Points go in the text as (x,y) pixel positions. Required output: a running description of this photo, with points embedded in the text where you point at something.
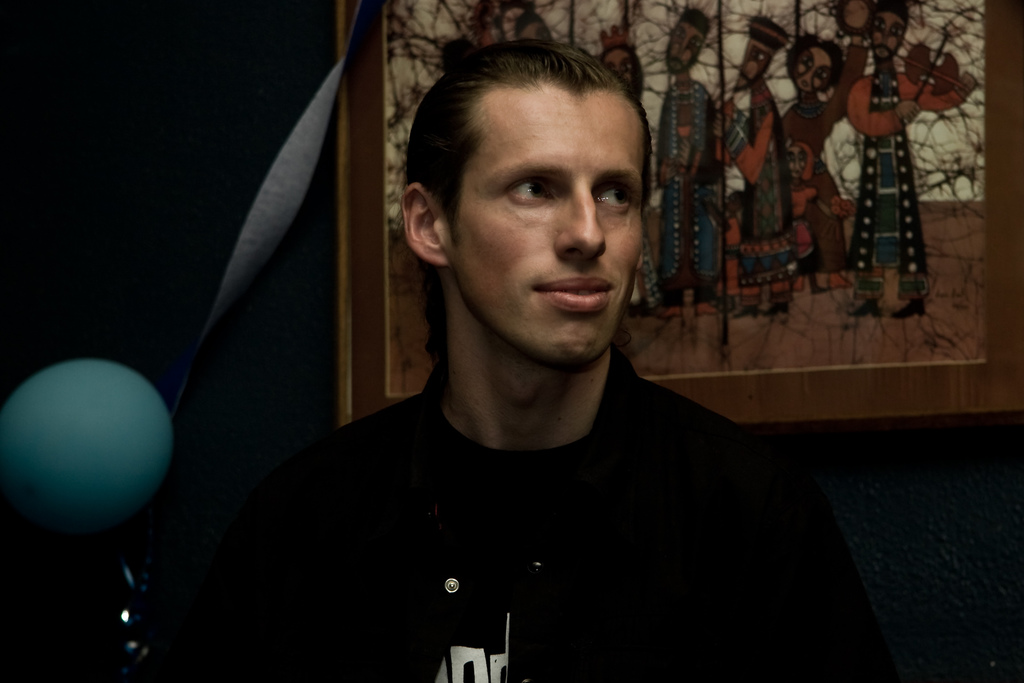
In the foreground of this picture (418,402), there is a man (510,531) and behind him, there is a photo frame (924,278) to the wall (1001,462) and there is also a green balloon (88,462).
